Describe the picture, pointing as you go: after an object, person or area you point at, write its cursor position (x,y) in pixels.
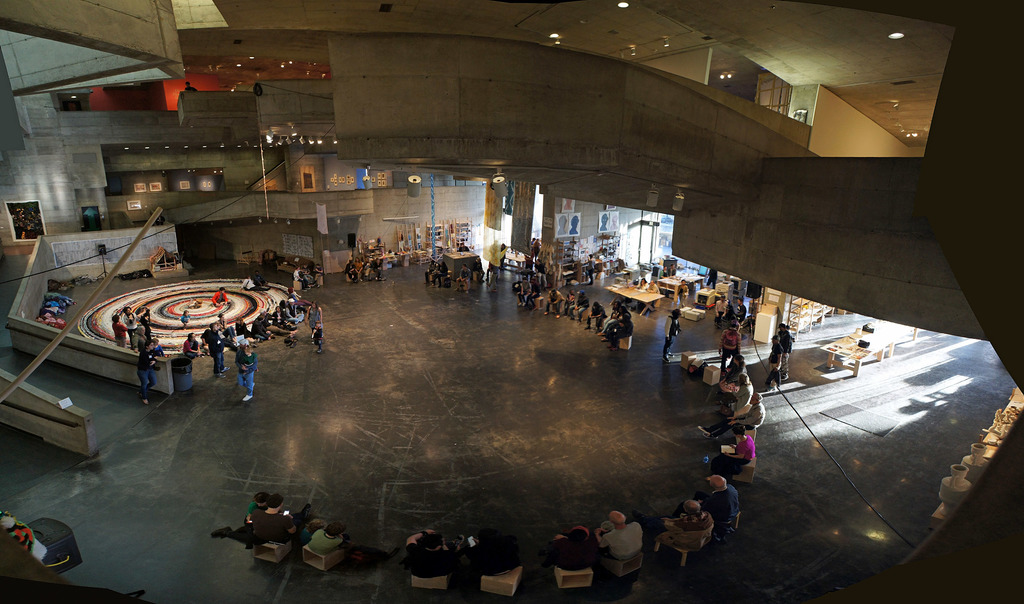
This image is taken inside the building (494,361). In this image we can see many people (669,323) sitting and some of them are standing. There are tables (617,292) and chairs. At the top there are lights (310,143).
